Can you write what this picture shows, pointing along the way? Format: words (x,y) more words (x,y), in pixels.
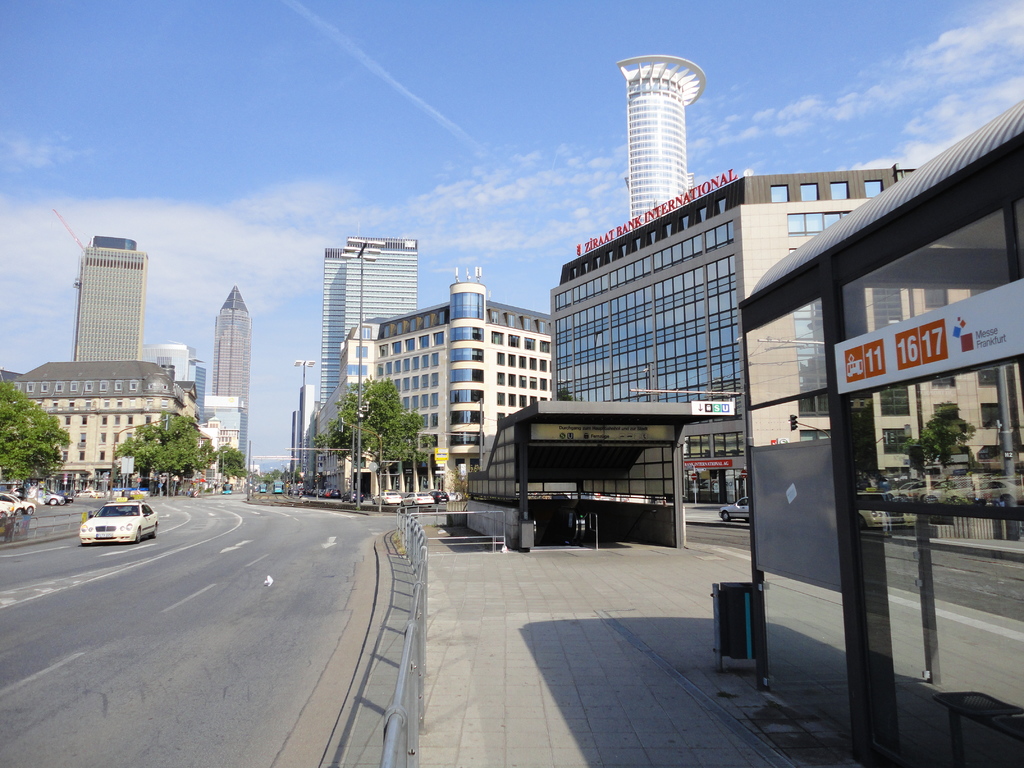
In this image we can see few buildings (81,401), trees (20,403), light poles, few vehicles (123,527) on the road (200,601), railings (402,747), sheds (633,462), an object (738,608) on the pavement (551,661) and the sky (366,102) with clouds (232,268) in the background (195,259).
